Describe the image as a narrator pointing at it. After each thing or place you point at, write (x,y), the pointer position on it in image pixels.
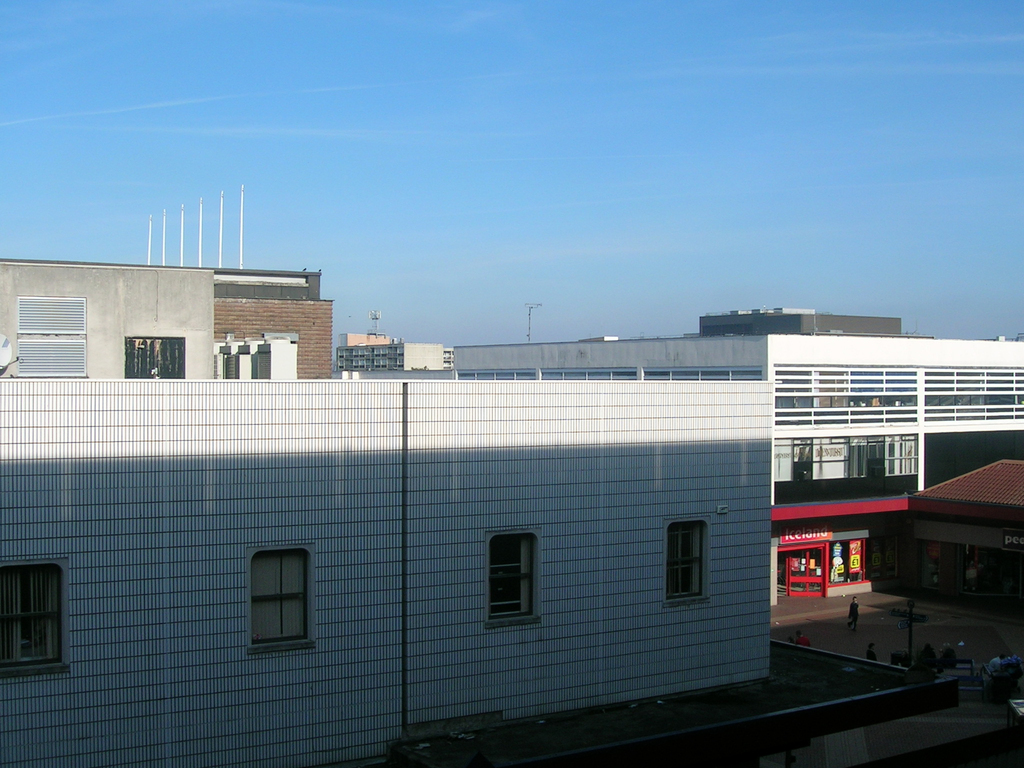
In the image there are buildings (610,533) and stores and in between the buildings (709,589) there are few people (949,646).
